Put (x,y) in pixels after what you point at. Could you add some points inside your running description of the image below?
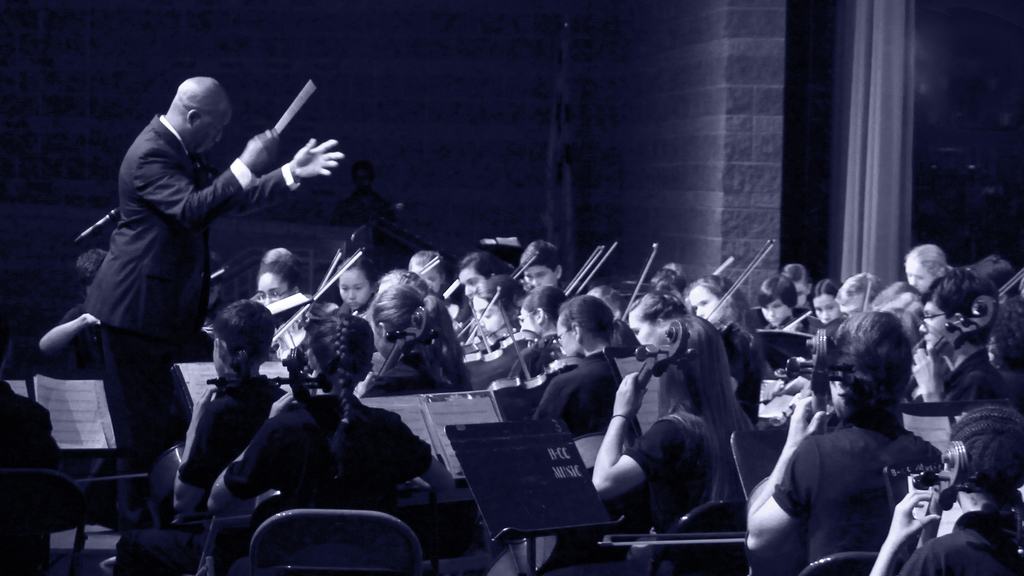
This is the picture of a place where we have some people (193,543) sitting on chairs (737,553) and playing some musical instruments (675,336) and also we can see a person (231,190) who is holding the stick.
